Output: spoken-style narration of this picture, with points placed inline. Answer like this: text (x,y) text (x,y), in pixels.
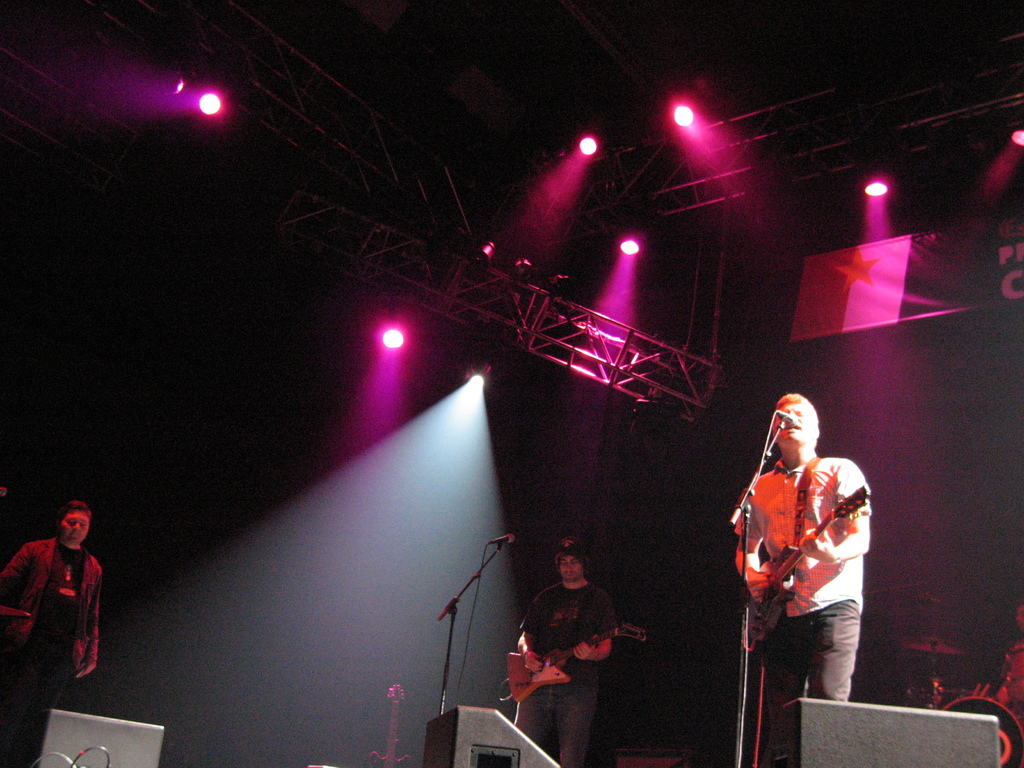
In the picture we can see a person (570,547) holding a guitar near the microphone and just beside to that person (857,564) we can see another person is holding a guitar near the microphone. And there is a third person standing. In the background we can see a drummer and a musical instruments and to the ceiling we can see a stand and lights (479,392).
